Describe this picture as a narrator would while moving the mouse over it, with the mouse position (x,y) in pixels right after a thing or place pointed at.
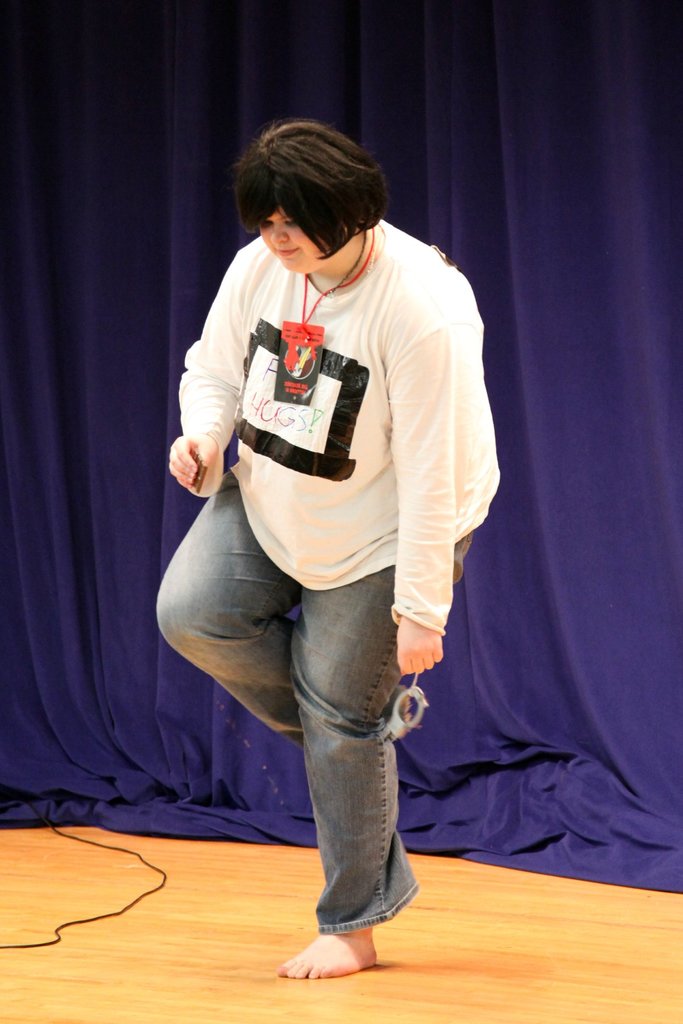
In the picture I can see a person (321,472) wearing white color T-shirt (239,476) and jeans (253,574) is holding some objects (419,697) in her hands (213,464) and standing with one leg (376,959) on the wooden floor (322,986). Here I can see a wire (58,943) and in the background (40,763), I can see the blue color curtains (142,757).
